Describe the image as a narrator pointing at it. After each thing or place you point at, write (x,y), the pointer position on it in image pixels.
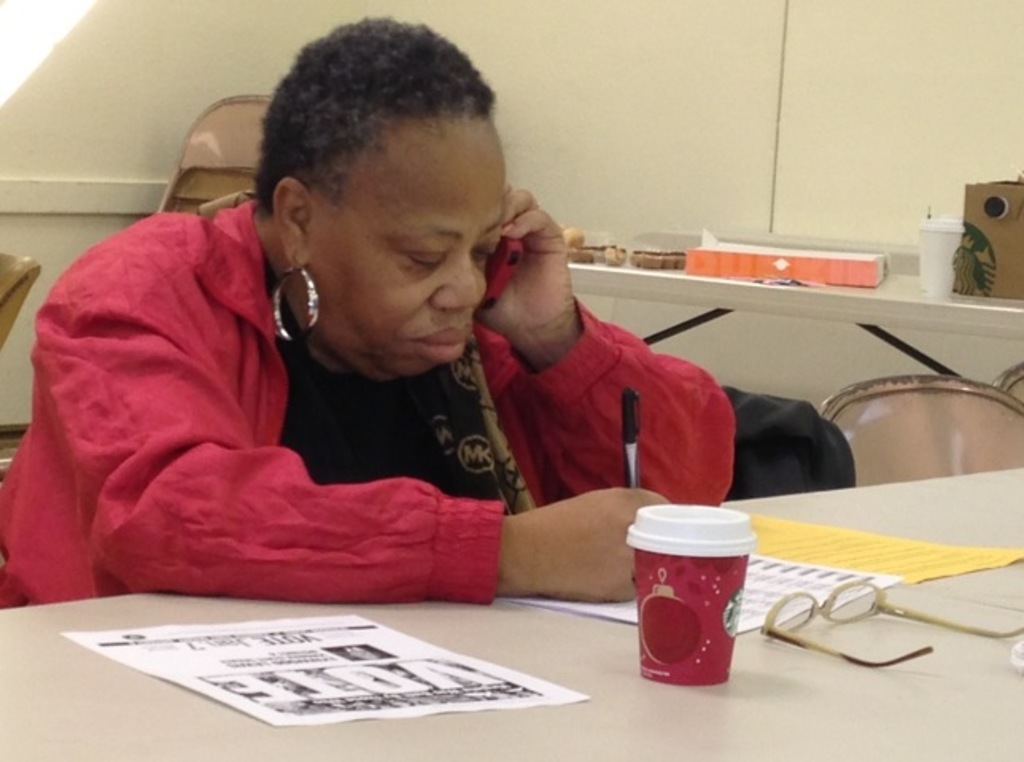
In this picture I can see a table (11,698), on which there are few papers (781,578), a cup (716,594) and a spectacle (928,619) and in the middle of this picture (380,300) I can see a woman (295,337), who is sitting and I see that she is holding a pen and a mobile phone (501,249) in her hands (601,518). Behind her I see the wall (35,196) and few other things (714,248) and beside to her I see a chair (886,452).
